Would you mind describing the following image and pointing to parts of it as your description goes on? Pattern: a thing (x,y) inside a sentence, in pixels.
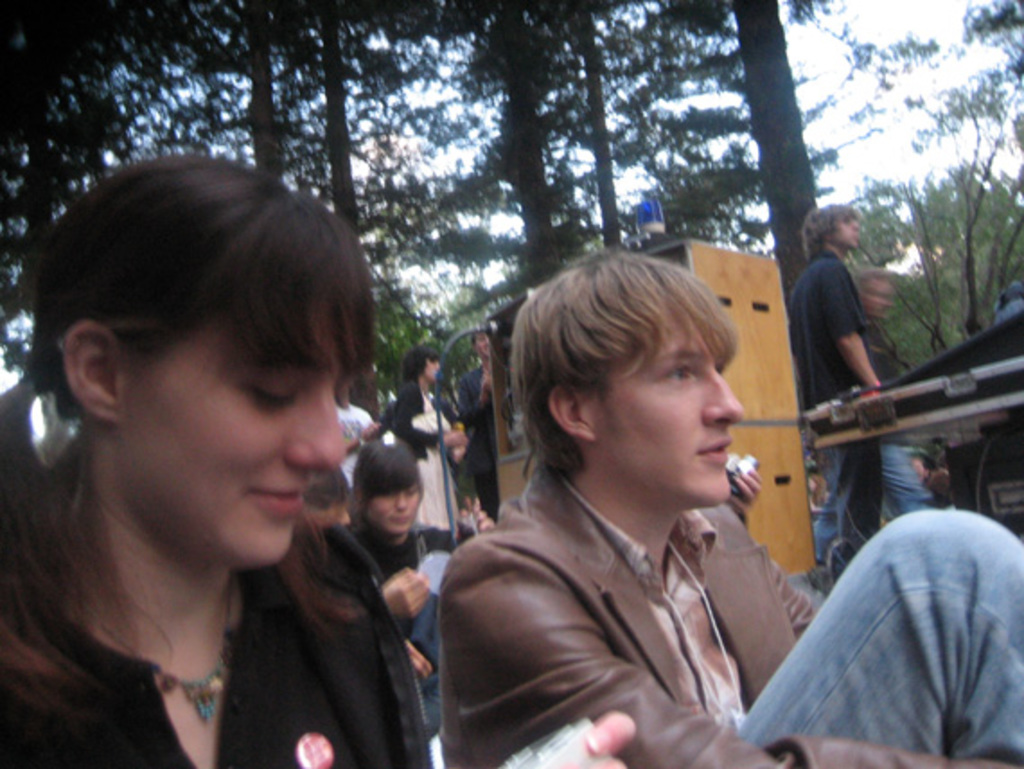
In the picture there are a lot of people (353,582) and some of them are standing and some of them are walking and in the front (275,638) there are two people (718,612), they are in sitting position and in the background (391,171) there are lot of trees (667,122).
